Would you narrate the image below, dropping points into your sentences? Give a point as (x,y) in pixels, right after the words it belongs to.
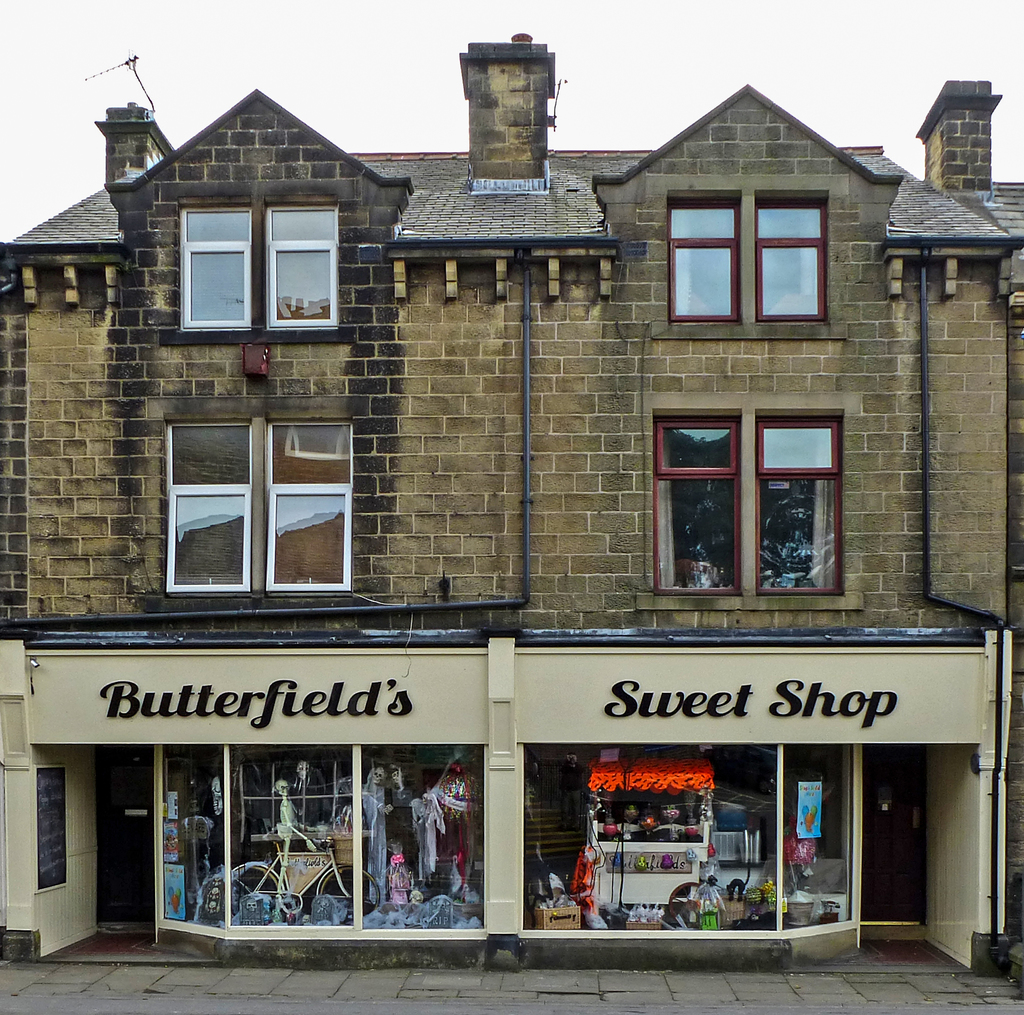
In this image, we can see a building (633,486) with walls (561,522), pipes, glass windows (275,326), pillars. At the bottom (752,841), we can see a shop (781,901). Here there is a glass wall (419,886). Through the glass wall (456,869), we can see so many things (442,803) and objects (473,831). Here there is a footpath (554,993).
